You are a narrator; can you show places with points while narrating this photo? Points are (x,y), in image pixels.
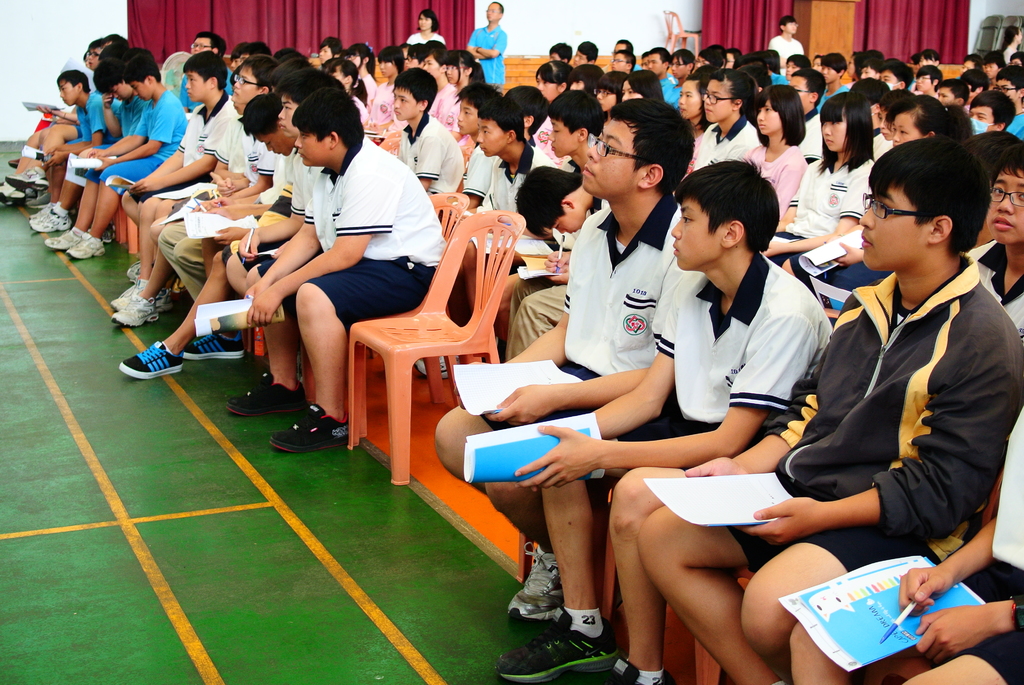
In this image we can see there are a few people (383,290) sitting on their chairs (427,312) and they are holding papers (866,577) and pen (906,616) in their hand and a few (787,28) are standing. In the background (456,47) there are curtains (930,41) hanging on the wall (626,36).
